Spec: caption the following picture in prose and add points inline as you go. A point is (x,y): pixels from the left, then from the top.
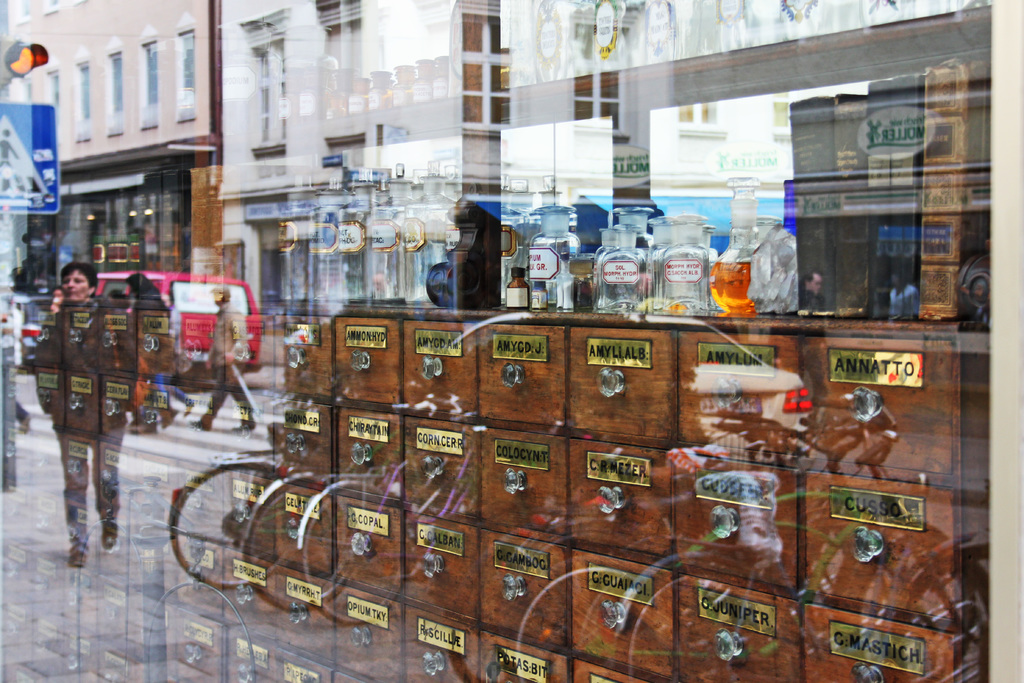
In this picture I can see there is a glass window (168,415) and I can see there is a reflection (94,406) of bicycles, people (87,412) walking on the walkway (122,492), there are poles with boards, traffic lights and there are few vehicles (186,307) moving on the road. Behind the glass (215,345) there are few bottles (426,271) placed on the wooden drawers (606,483).
